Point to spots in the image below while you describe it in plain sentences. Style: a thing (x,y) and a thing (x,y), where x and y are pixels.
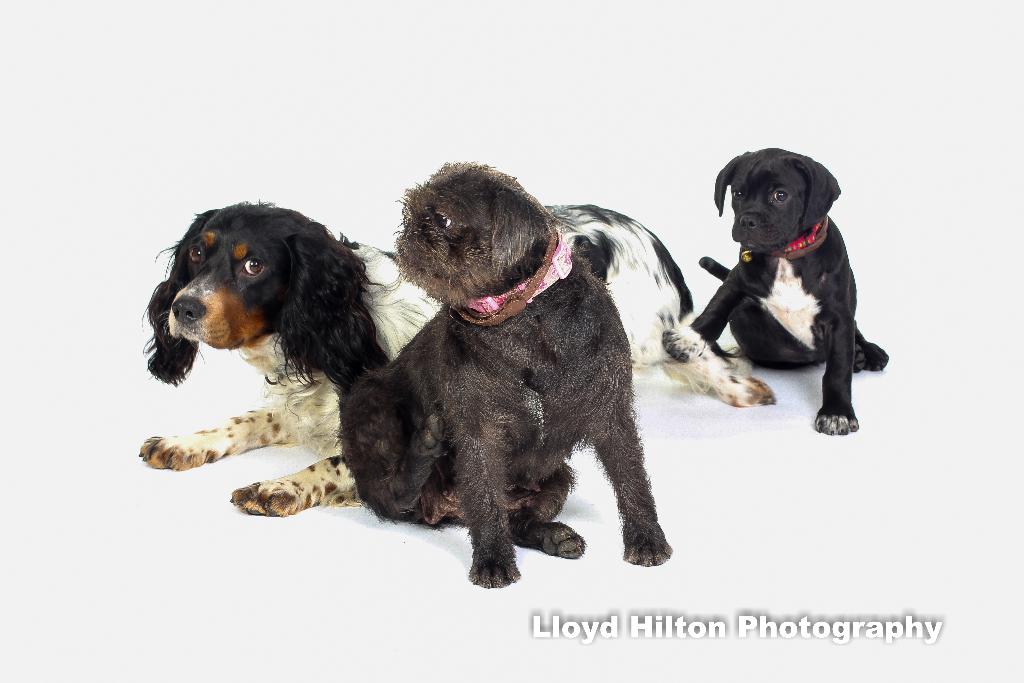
In this image, on the right side (797,327), we can see a dog (833,195). In the middle (506,431) and on the left side (285,284), we can see another two dogs (494,349). In the background (462,131), we can see white color.
